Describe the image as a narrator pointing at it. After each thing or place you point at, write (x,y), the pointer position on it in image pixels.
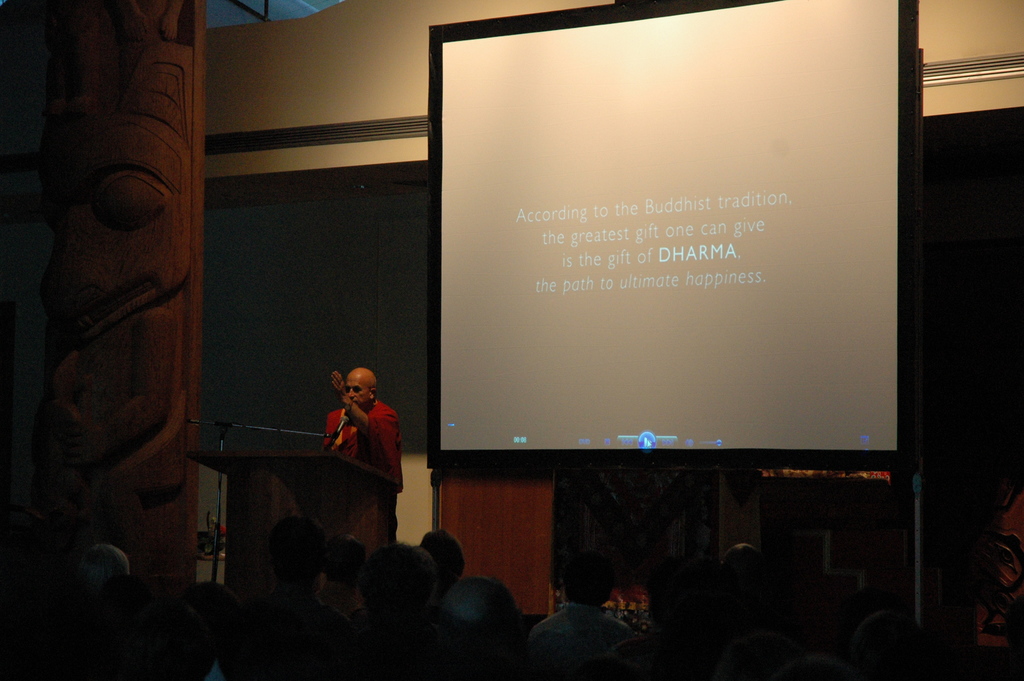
In this image we can see a person (381,451) standing near a speaker stand (339,479) containing a mic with a stand (304,432) on the stage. On the backside (469,437) we can see a wall (206,493) and a display screen (660,327) with some text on it. On the bottom of the image (171,603) we can see a group of people (493,600) sitting.
